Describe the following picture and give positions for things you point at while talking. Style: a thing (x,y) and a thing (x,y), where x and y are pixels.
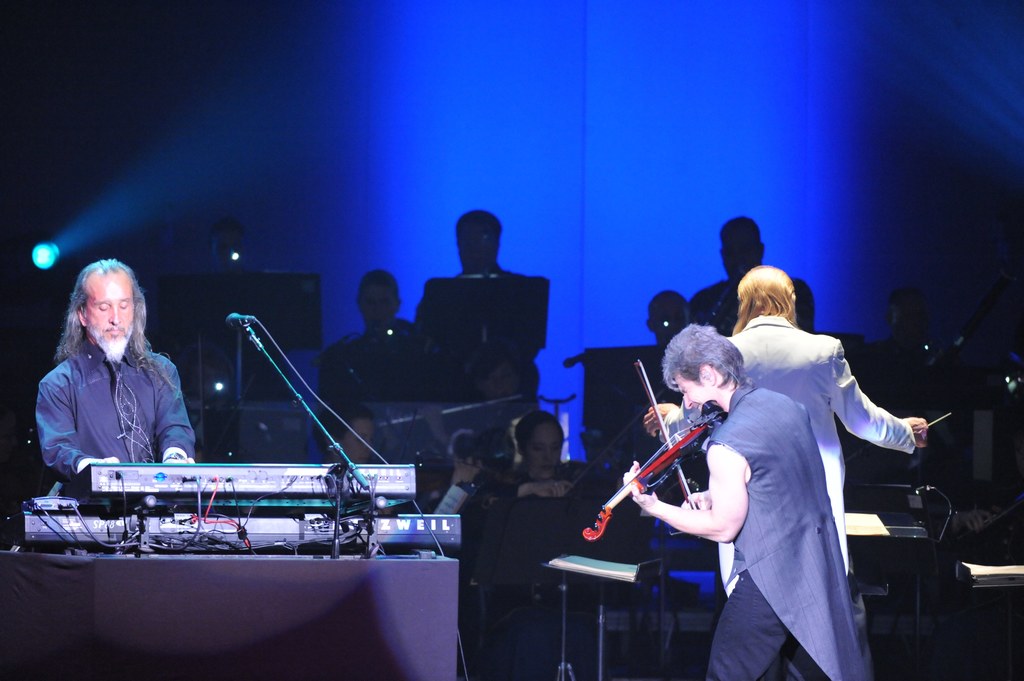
In this image we can see a few people (554,425), some of them are playing musical instruments (362,467), one of them is playing piano (177,494), another person (702,500) is playing the violin (687,440), there are mics (569,365), stands (585,397), papers (602,563), wires (352,517), chairs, also the background (636,198) is blue and black in color.
